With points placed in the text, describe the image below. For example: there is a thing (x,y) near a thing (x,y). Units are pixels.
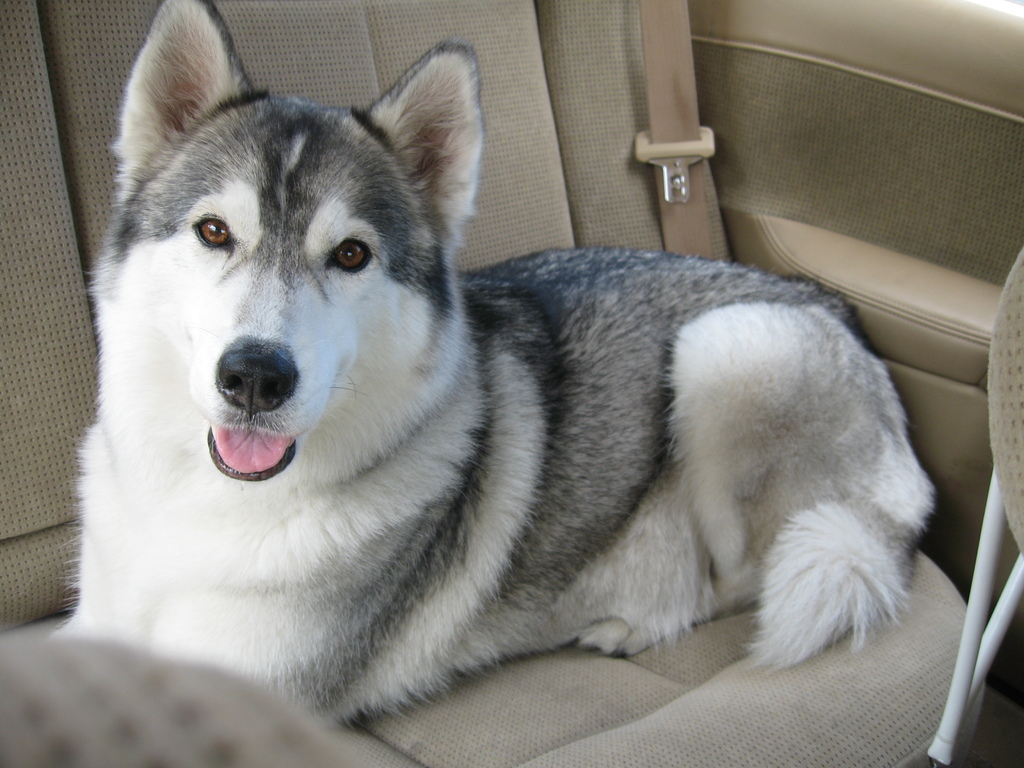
This picture shows a dog (816,483) and in the vehicles back seat (536,738). It is white and black in color.
